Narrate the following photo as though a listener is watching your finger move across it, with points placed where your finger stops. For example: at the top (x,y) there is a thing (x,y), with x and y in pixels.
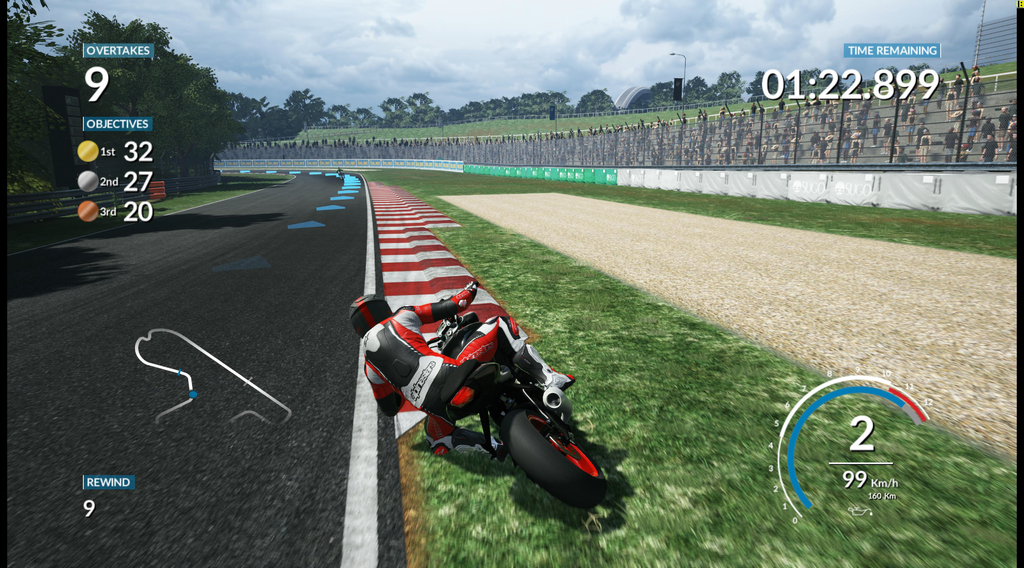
It is an animated image. In this image we can see a person (391,354) wearing the helmet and riding the bike (536,400). We can also see the road (333,346), ground (591,311), wall (680,172), fence (705,169) and also many trees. We can also see the light poles (980,35), text (117,48) and also numbers (131,208). At the top (240,28) we can see the sky (540,33) with the clouds (458,74) and the image has black color borders (1020,360) on two sides.
